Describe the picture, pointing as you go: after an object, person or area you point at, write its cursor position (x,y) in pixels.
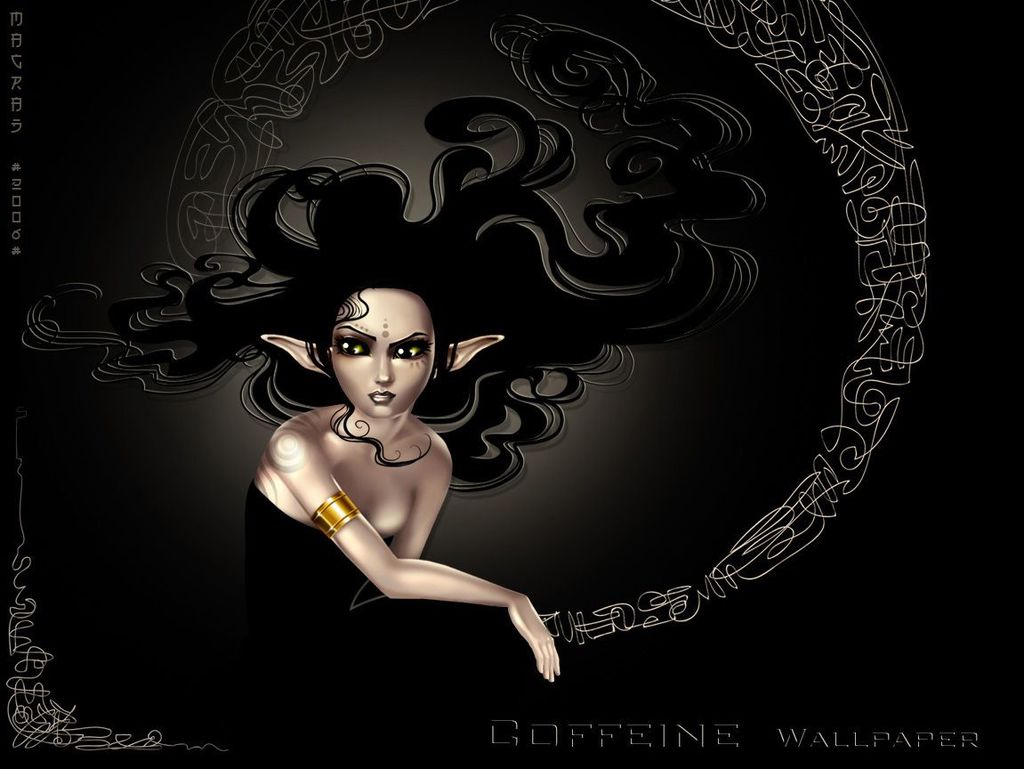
This is an animated image. A woman (401,269) is present wearing a black dress (338,634).
